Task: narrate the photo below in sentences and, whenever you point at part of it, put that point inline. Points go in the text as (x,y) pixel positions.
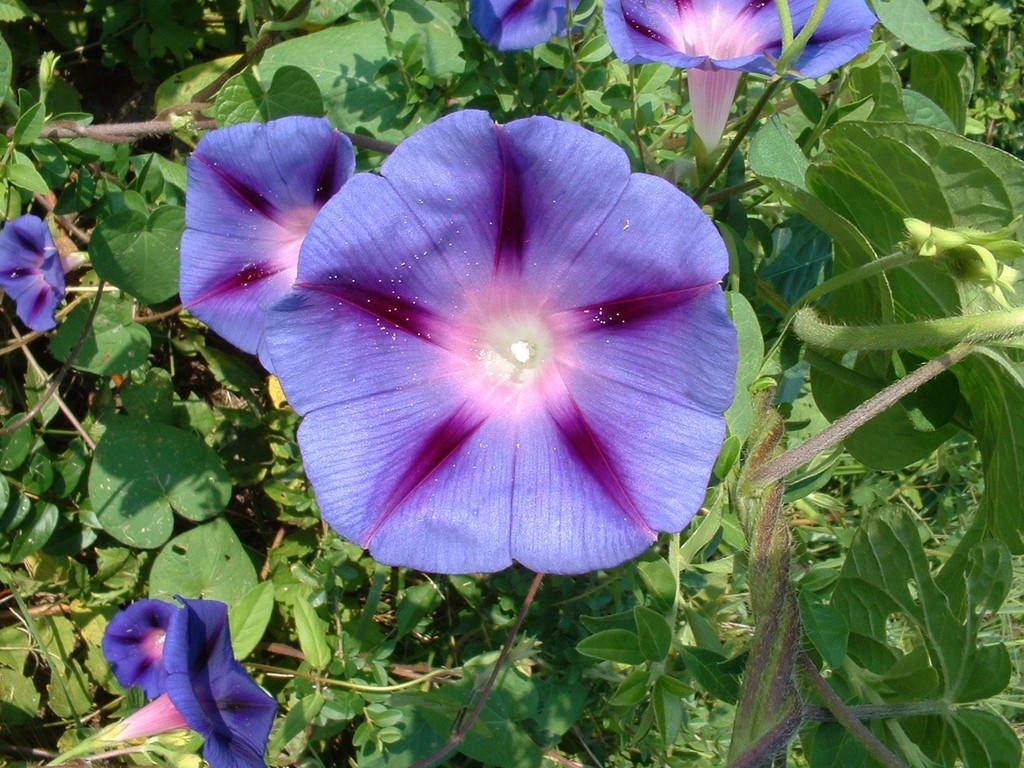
In the foreground of this image (555,304), there is a beautiful flower (602,369) around which few flowers (725,24) and plants (675,593) are present.
